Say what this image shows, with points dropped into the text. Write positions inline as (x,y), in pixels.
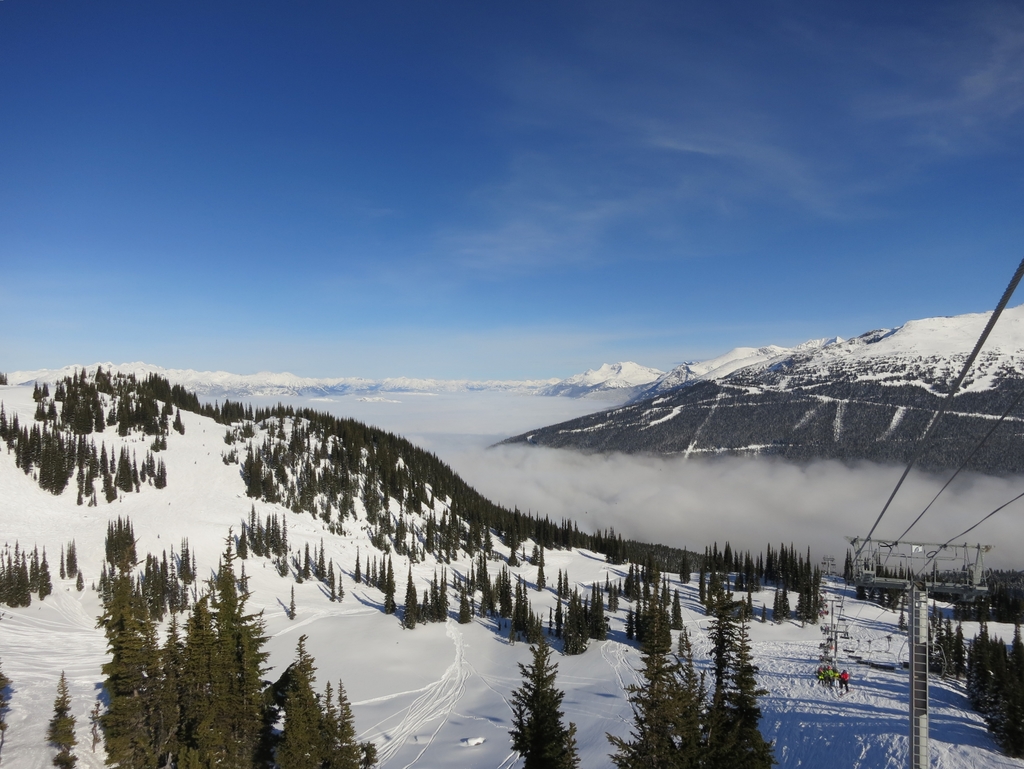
In this image, we can see trees (210,731), mountains (572,436), people (824,677) and there is a ropeway (942,549). At the bottom (405,605), there is snow (457,634) and at the top (387,141), there is sky (583,289).
